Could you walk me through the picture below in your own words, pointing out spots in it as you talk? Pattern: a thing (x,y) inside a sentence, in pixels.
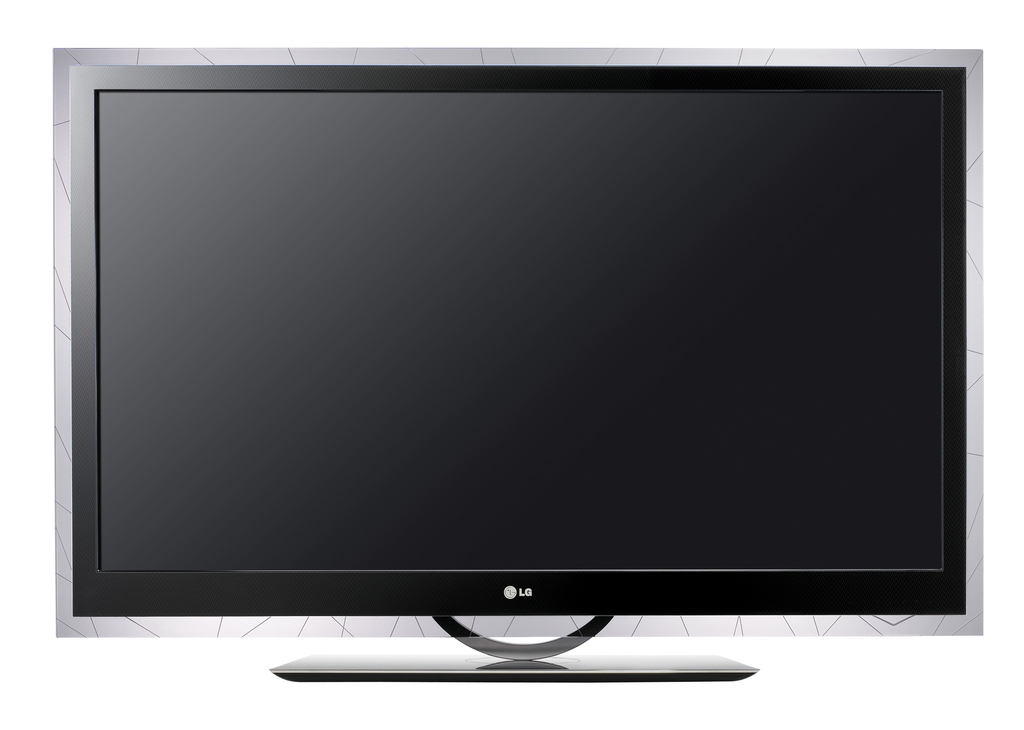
There is a lg television (453,408) and there is a white background (401,685).
